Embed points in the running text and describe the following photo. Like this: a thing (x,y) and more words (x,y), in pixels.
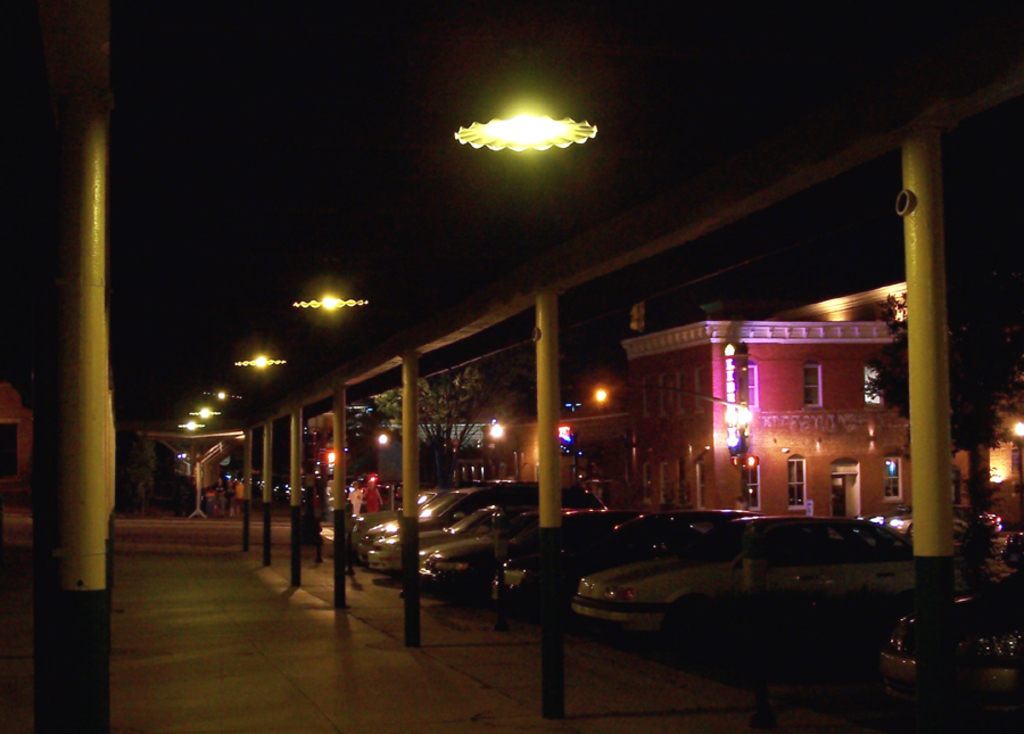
Here we can see lights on the roof top (412,216). In the background (516,450) there are trees (470,416), buildings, lights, windows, vehicles (734,573) on the road (162,529) and on the left (208,492) there are few people (230,495) walking on the road (28,530).
